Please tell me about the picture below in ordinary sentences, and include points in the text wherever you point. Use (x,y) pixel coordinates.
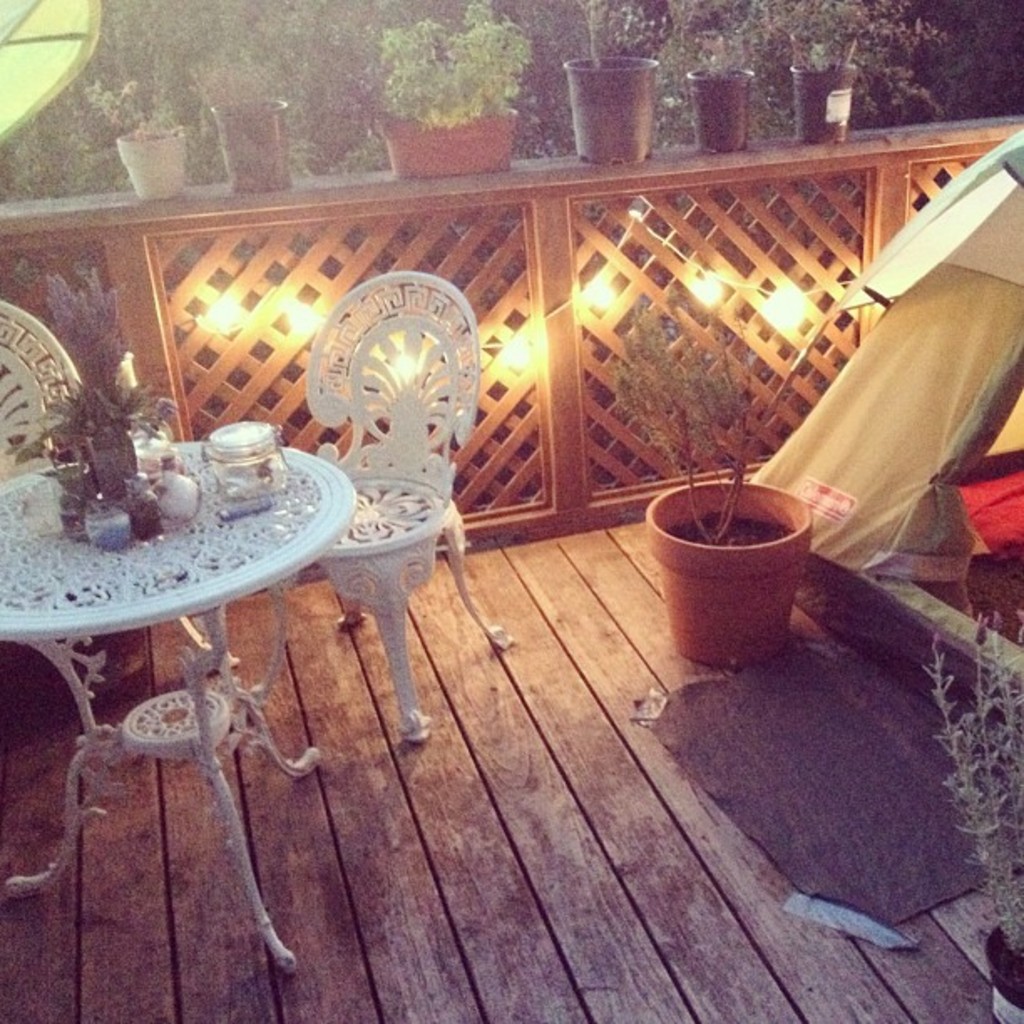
We can see chairs (363,507), table (122,613), house plant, tent (769,473) on the floor (335,864). On the background (654,18) we can see lights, house plants (817,65), trees (563,129).
